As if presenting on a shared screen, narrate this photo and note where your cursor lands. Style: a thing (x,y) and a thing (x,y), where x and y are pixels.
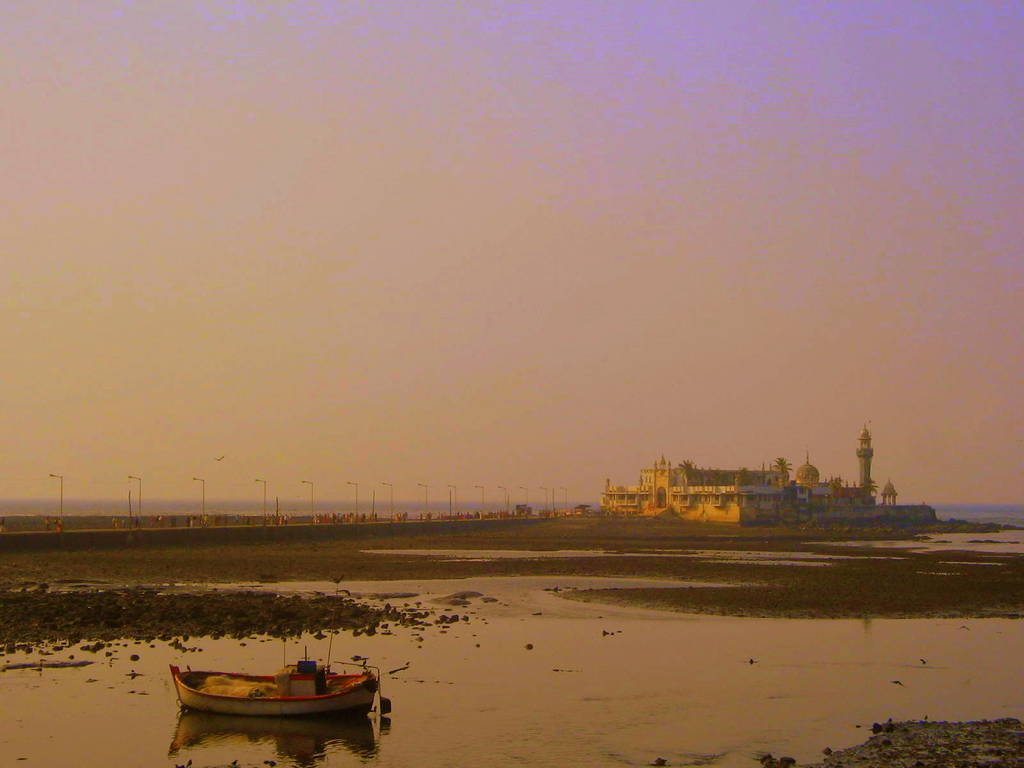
In this picture, we can see boat (187,675), water (308,753), ground (723,569), poles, lights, building (889,490) and the sky (580,389).
